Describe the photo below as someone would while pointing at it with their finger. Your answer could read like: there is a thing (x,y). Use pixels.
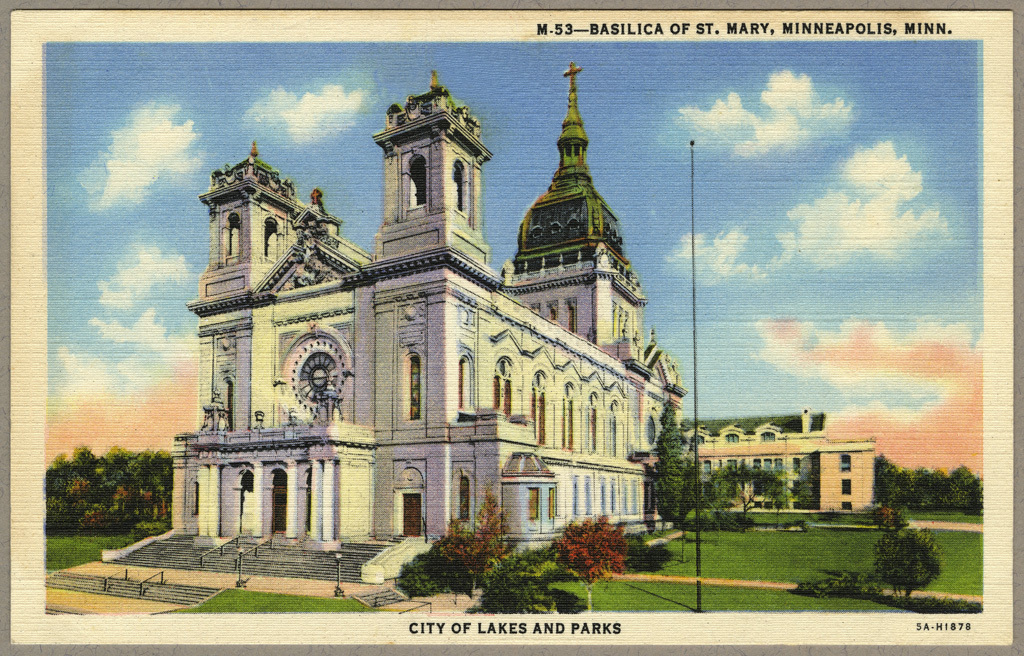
It is an edited image, there is a big church (403,417) and behind the church (388,513) there is another building (742,460), around the church (522,449) there is a beautiful greenery (665,485), in the background (658,106) there is a sky (554,121) and clouds (737,156).
